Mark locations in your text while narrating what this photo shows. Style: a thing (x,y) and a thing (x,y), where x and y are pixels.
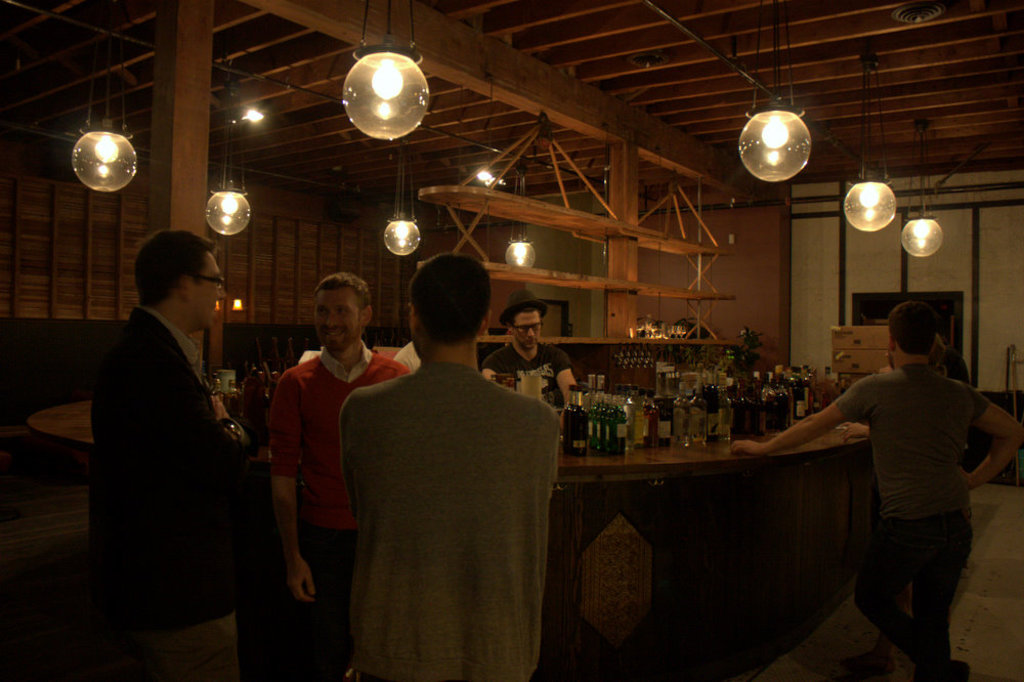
In this image we can see a few people (136,408) standing, there are some bottles (627,417) on the table (618,552), at the top of the roof (452,150), we can see some lights (398,71) hanging and also we can see the pillars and other objects (688,341).
